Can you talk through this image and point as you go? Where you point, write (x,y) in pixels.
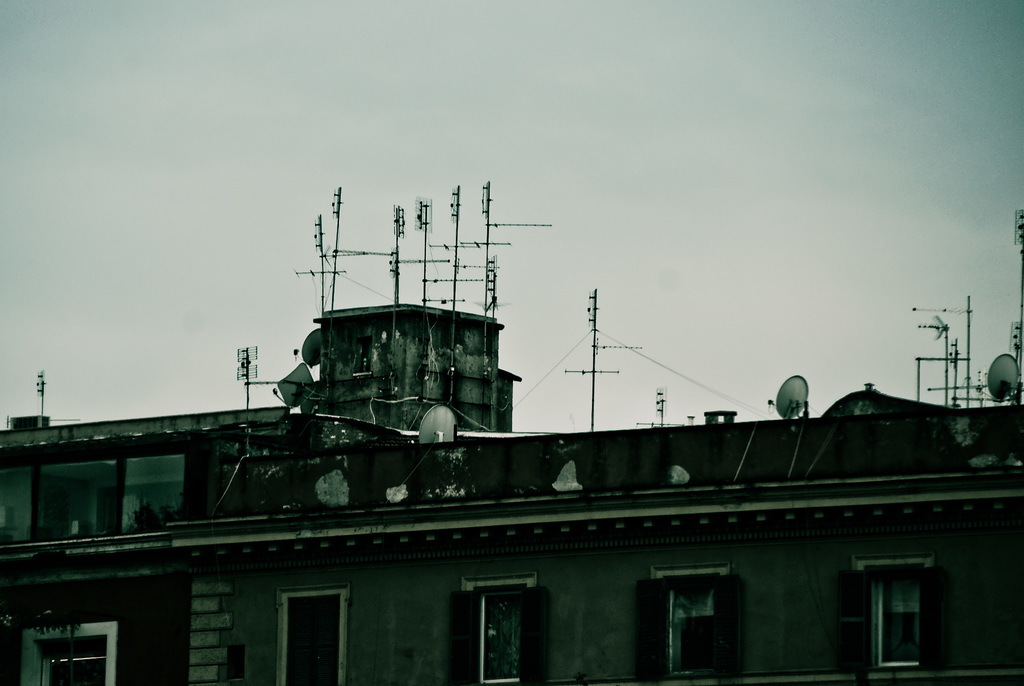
There are buildings (563,581) having windows (681,584). On top of them, there are poles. In the background (827,150), there are clouds (430,62) in the sky (68,109).
